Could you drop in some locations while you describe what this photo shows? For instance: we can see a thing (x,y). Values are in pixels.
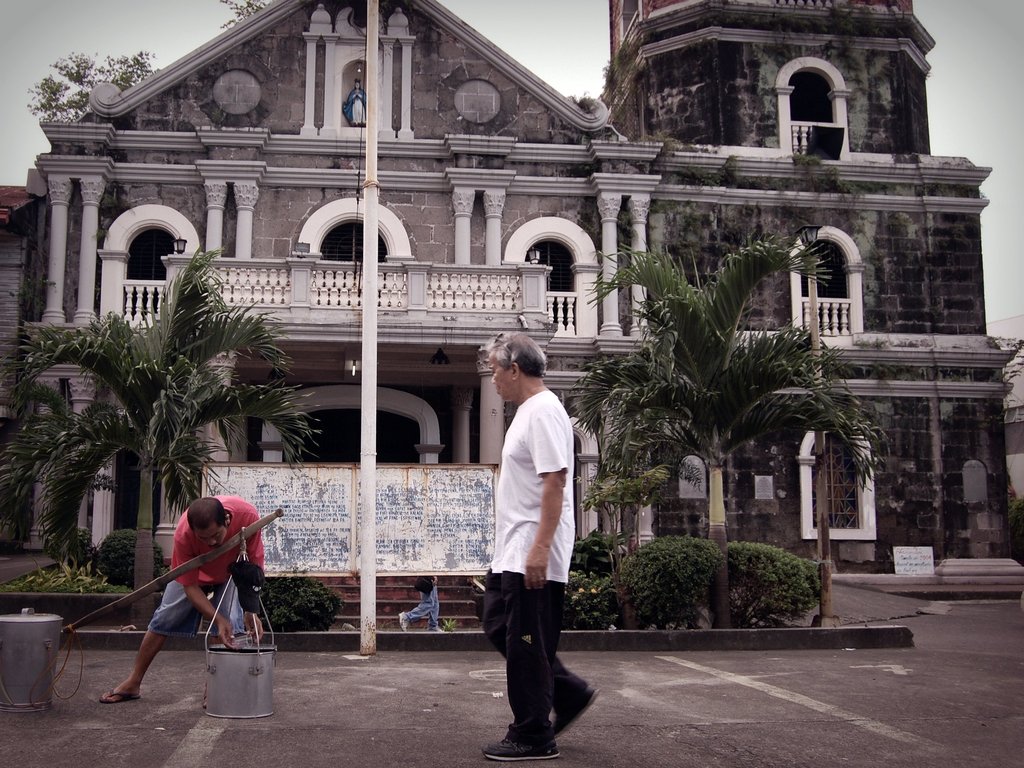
In the center of the image (540,466) there is a person (547,577) wearing white color t-shirt (506,470) walking. In the background of the image (363,131) there is a church (49,247). There are trees (725,330), plants (683,549). There is a white color board (416,492) and pole (366,600). To the left side of the image (225,513) there is a person (198,522). There are buckets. At the bottom of the image (784,720) there is road (621,737).
